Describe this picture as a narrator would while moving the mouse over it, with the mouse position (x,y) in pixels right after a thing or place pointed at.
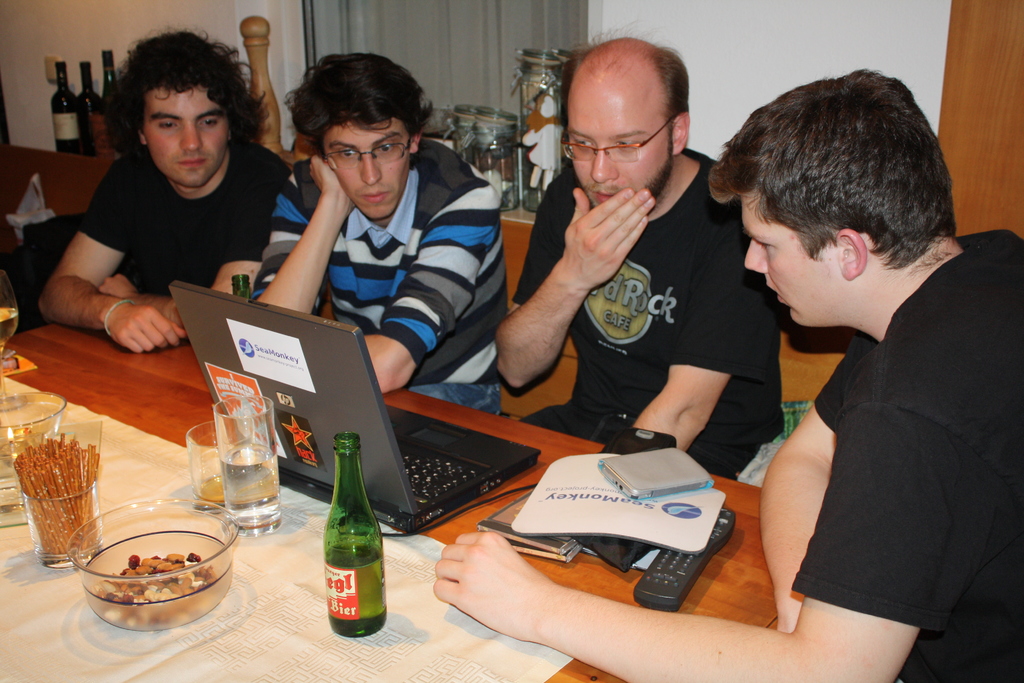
In this image there are people (605,290), tables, bottles (101,137), jars (495,146), curtain (501,62) and wall (690,35). On the table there is a laptop (405,419), glasses (268,457), bottle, bowl (174,535), cloth (227,606) and things (8,515).
